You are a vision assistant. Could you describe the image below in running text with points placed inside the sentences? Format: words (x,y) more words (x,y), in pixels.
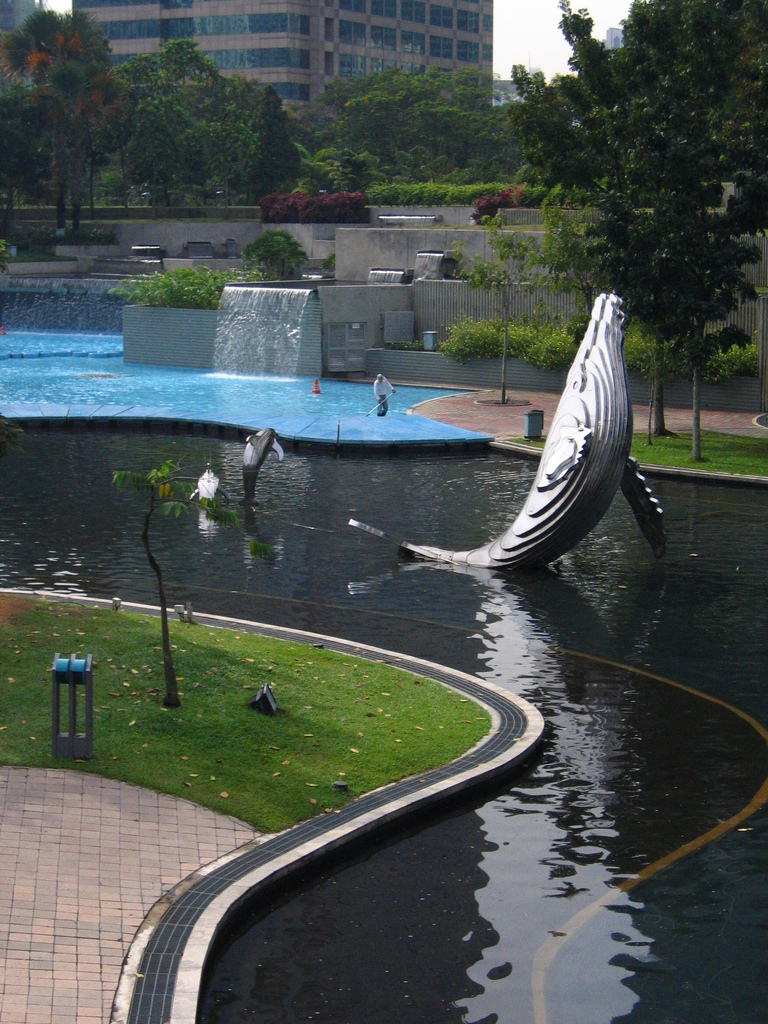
This picture might be taken from outside of the city. In this image, in the middle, we can see a statue (591,381). On the right side (624,264), we can see some trees (731,170). On the left side (161,589), we can see some plants (152,487) and trees (33,160). In the background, we can see a person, pole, building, trees (394,124). At the top (536,36), we can see a sky (536,36), at the bottom (662,808), we can see a water (369,407) in a pool (753,848) and a grass (231,666).
